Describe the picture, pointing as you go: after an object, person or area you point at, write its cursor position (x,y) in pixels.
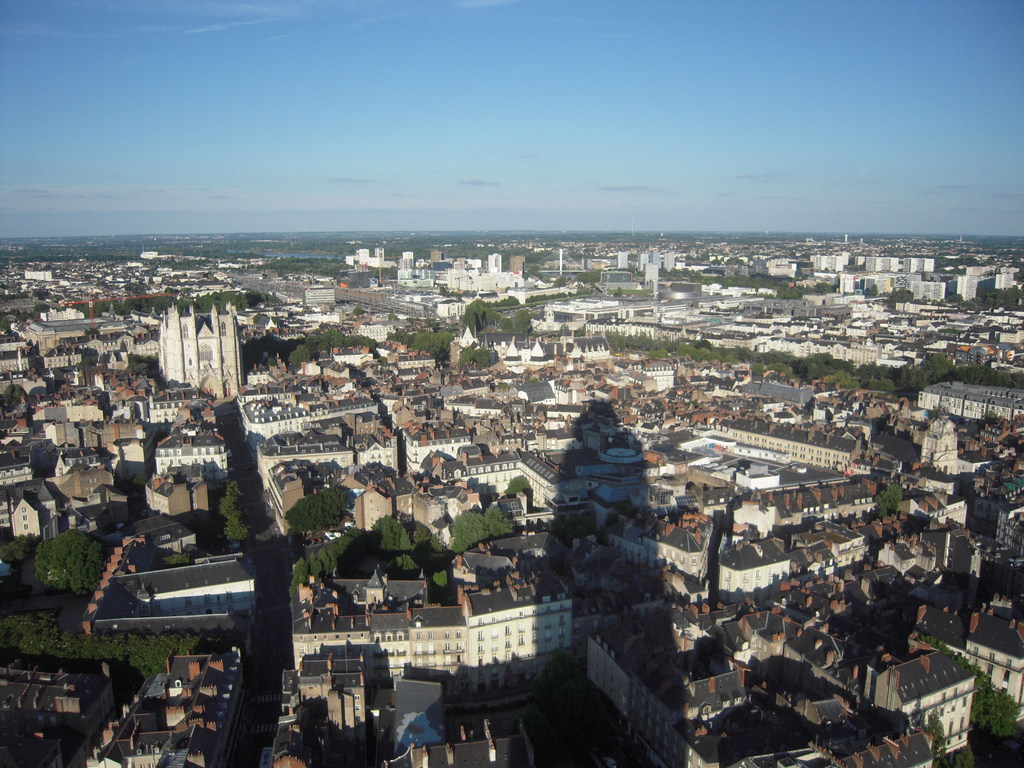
In this picture we can see buildings (382,480) and trees (471,523), here we can see some objects (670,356) and we can see sky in the background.
